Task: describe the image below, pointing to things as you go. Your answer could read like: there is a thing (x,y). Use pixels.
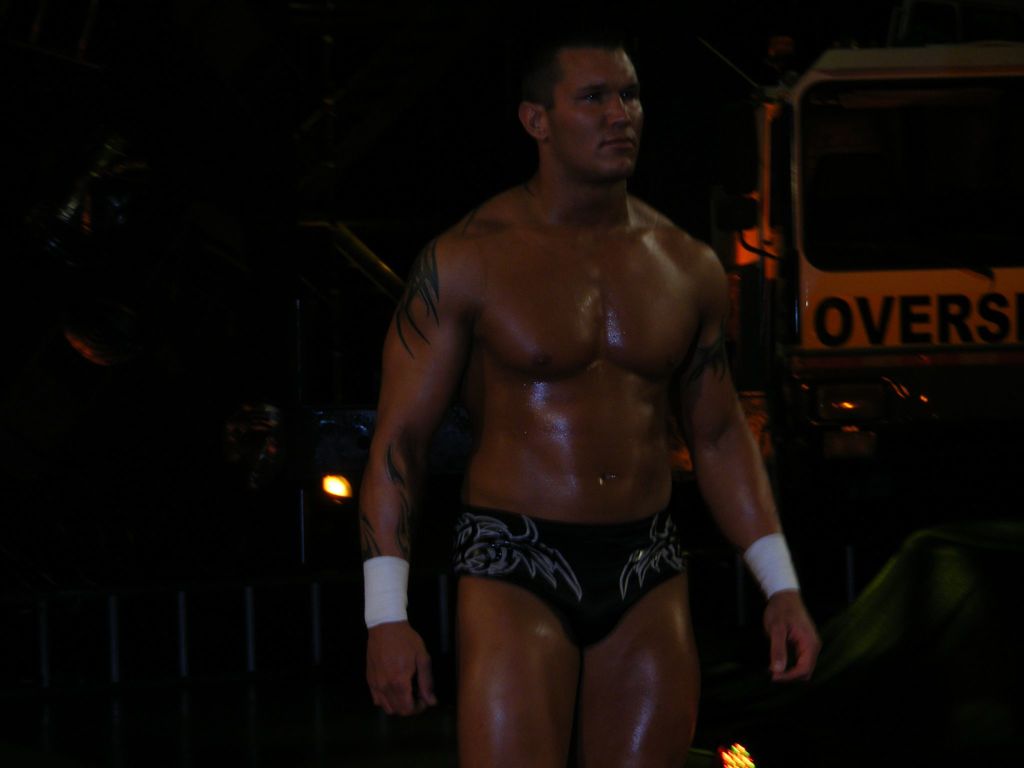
In the image there is a bodybuilder (525,427) in underwear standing beside a vehicle (906,249) and the background (263,1) is dark.
